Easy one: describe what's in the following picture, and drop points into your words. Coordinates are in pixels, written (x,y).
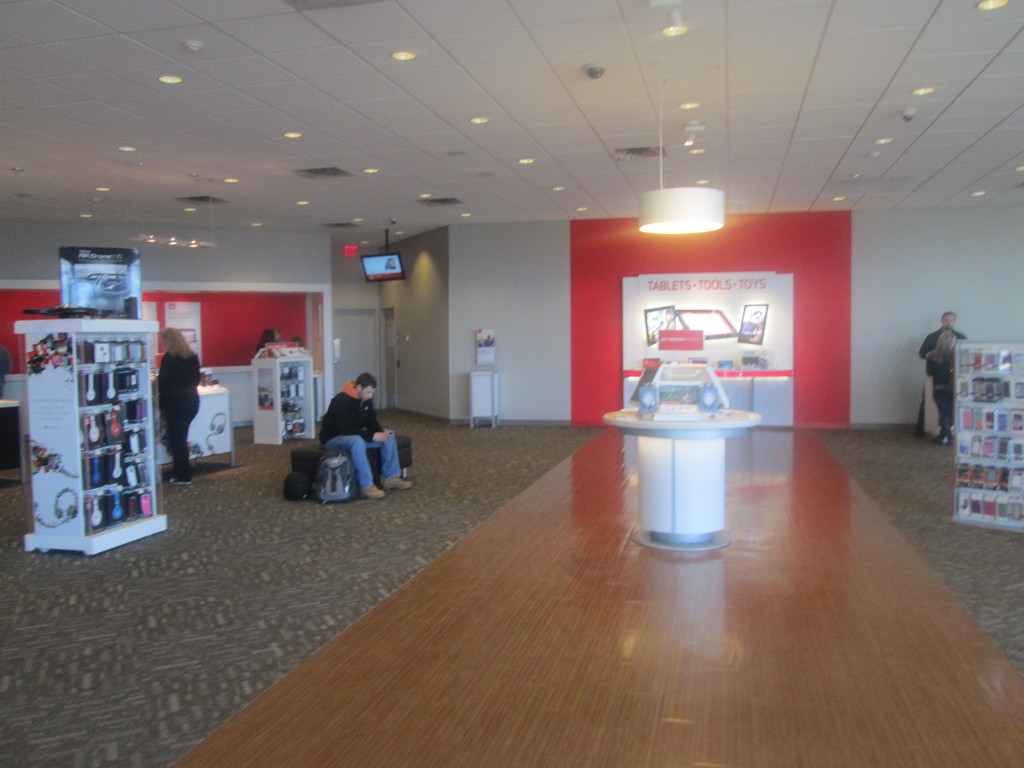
In the middle of the image (675,493) there is a table (674,436) with few items (675,376) on it. And also there are cupboards (80,383) with many items (1002,480) in it. There is a man (364,464) sitting and beside him there is a bag (337,484). Behind the man (356,428) there is a lady (186,393) standing. In the background (528,375) there are walls (563,260) with posters (729,360). On the posters (705,338) there are few images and text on it. And also there are doors (393,342). At the top of the image (613,173) there is a ceiling (433,168) with lights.
